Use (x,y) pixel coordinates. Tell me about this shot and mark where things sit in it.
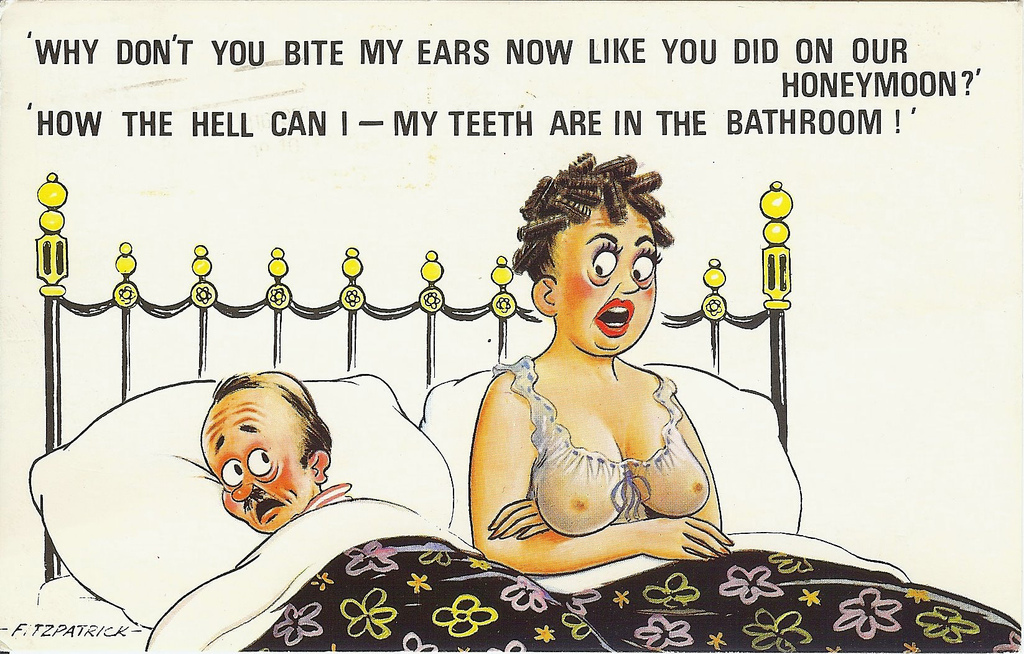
In this image we can see a picture in which we can see a man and a woman (632,485) on a bed (405,608). At the top of the image (237,134) we can see some text (711,61).
